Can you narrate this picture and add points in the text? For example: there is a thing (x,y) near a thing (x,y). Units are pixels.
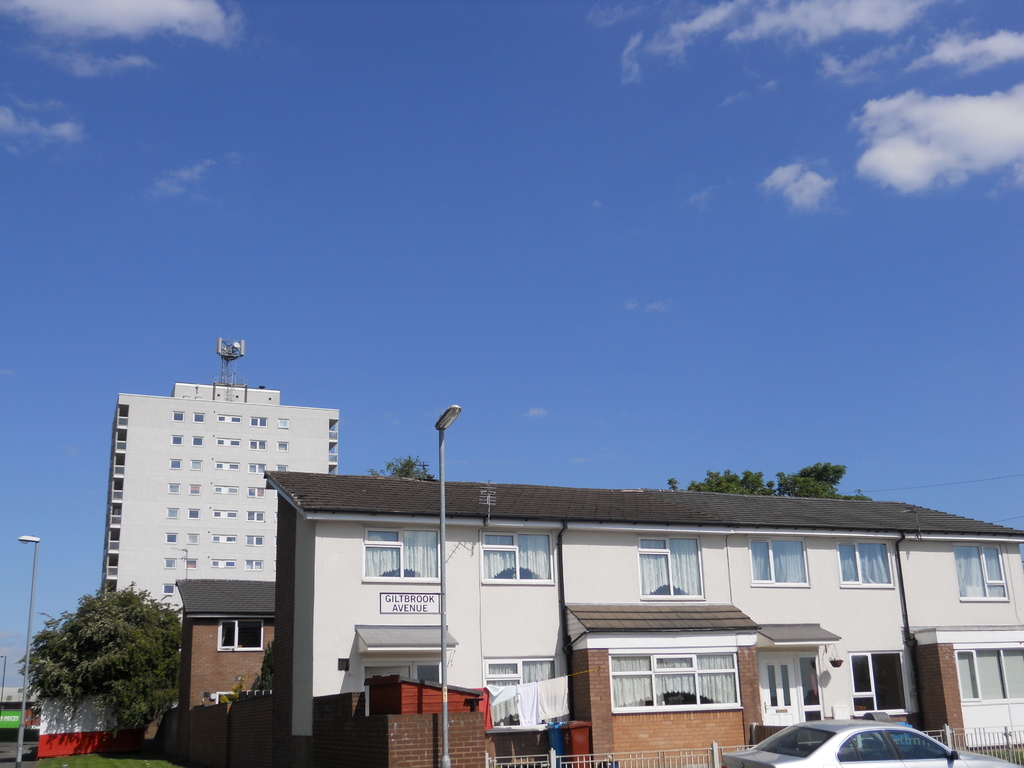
In this image we can see buildings (552,584), sheds (449,709), clothes (568,697) hanged on the rope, trees (121,646), street poles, street lights (445,609), railings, motor vehicle (817,730) on the road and sky (360,243) with clouds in the background (410,140).
